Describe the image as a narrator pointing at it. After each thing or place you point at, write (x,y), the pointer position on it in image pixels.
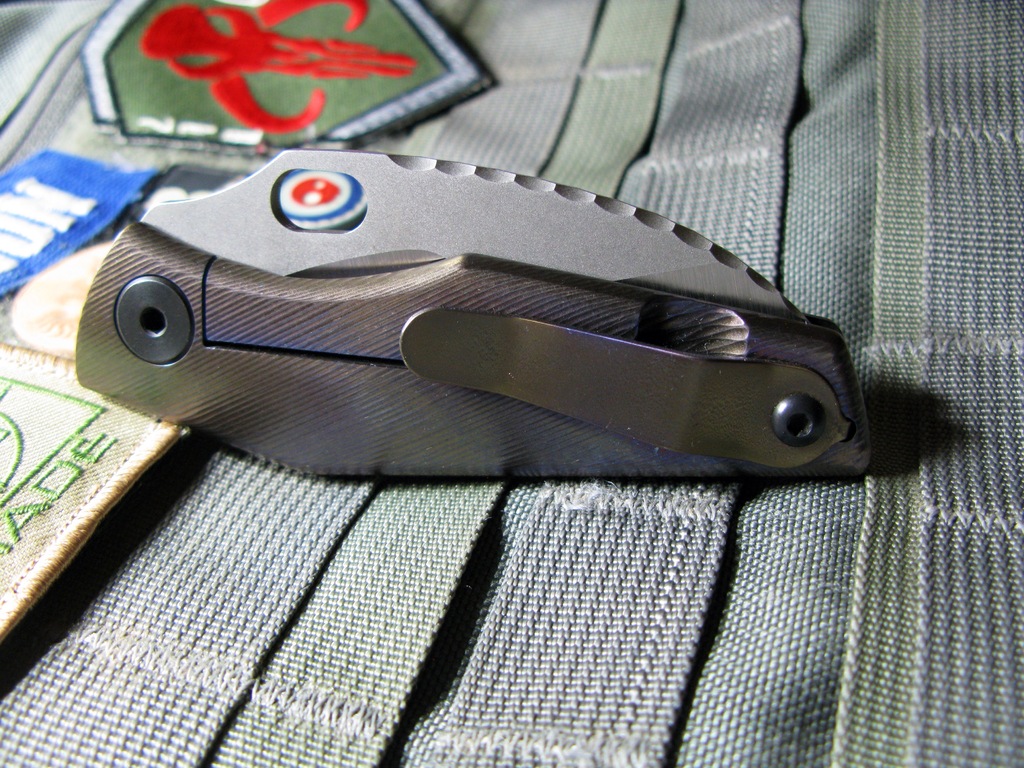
In this image we can see there are some cloth badges (43,557) and object (583,296) on the mat (443,635).
